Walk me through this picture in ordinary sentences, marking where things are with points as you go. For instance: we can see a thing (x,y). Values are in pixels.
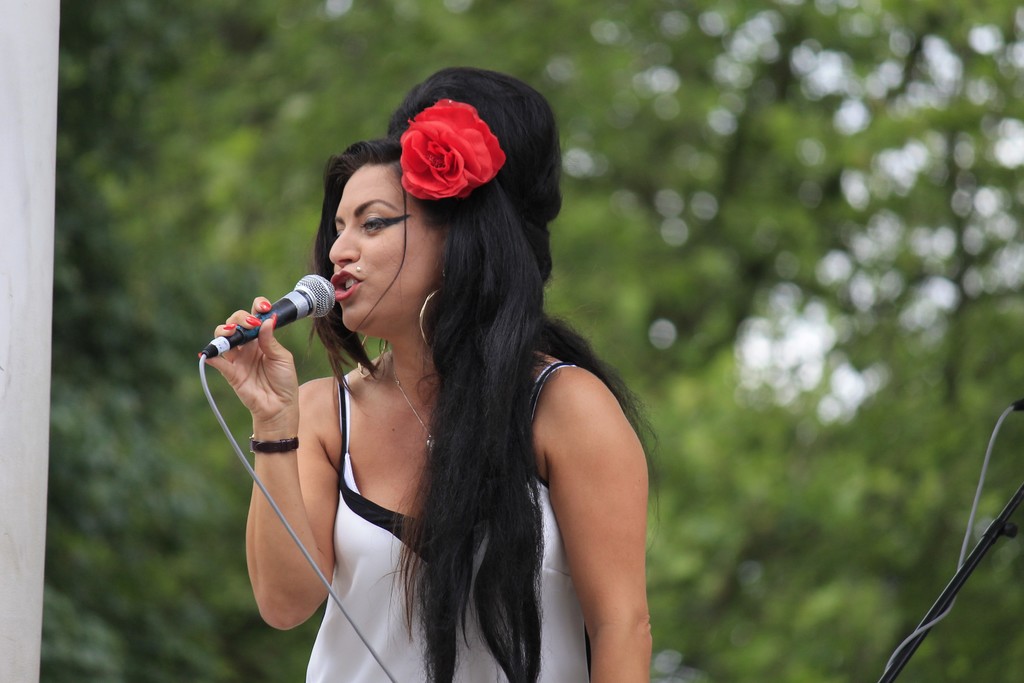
In the image in the center (477,423) we can see the woman (472,469) she is singing, and she is holding microphone (313,285).
